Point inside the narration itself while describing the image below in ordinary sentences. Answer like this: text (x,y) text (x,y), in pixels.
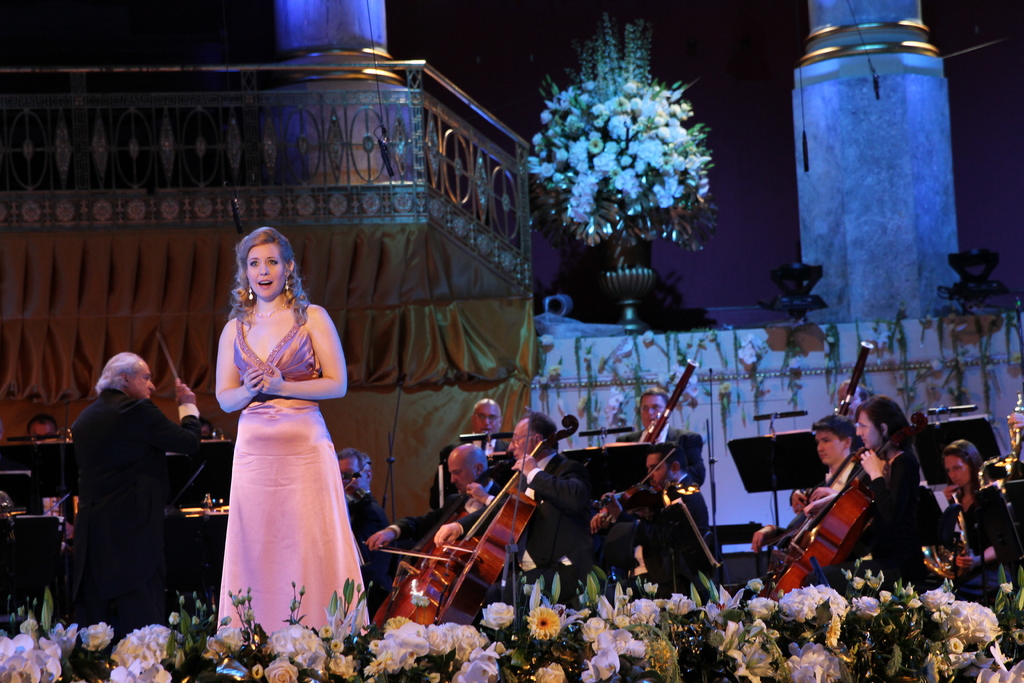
Here we can see that a woman (264,242) is standing on the floor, and at back (138,436) a person (150,448) is standing and holding a stick (178,383) in his hand (181,382), and here a person (526,450) is playing a cello (535,461), and here are the flowers (749,629), and here is the pillar (824,128).
